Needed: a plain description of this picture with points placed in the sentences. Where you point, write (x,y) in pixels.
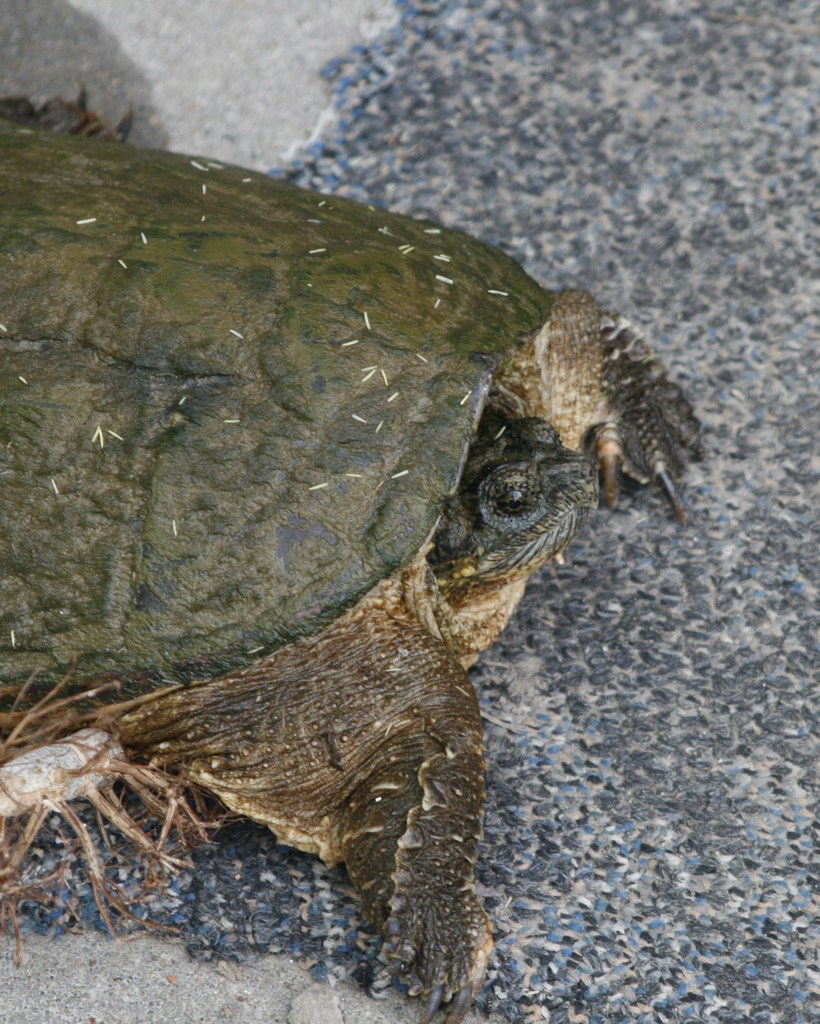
In this image we can see a turtle (297,718).
